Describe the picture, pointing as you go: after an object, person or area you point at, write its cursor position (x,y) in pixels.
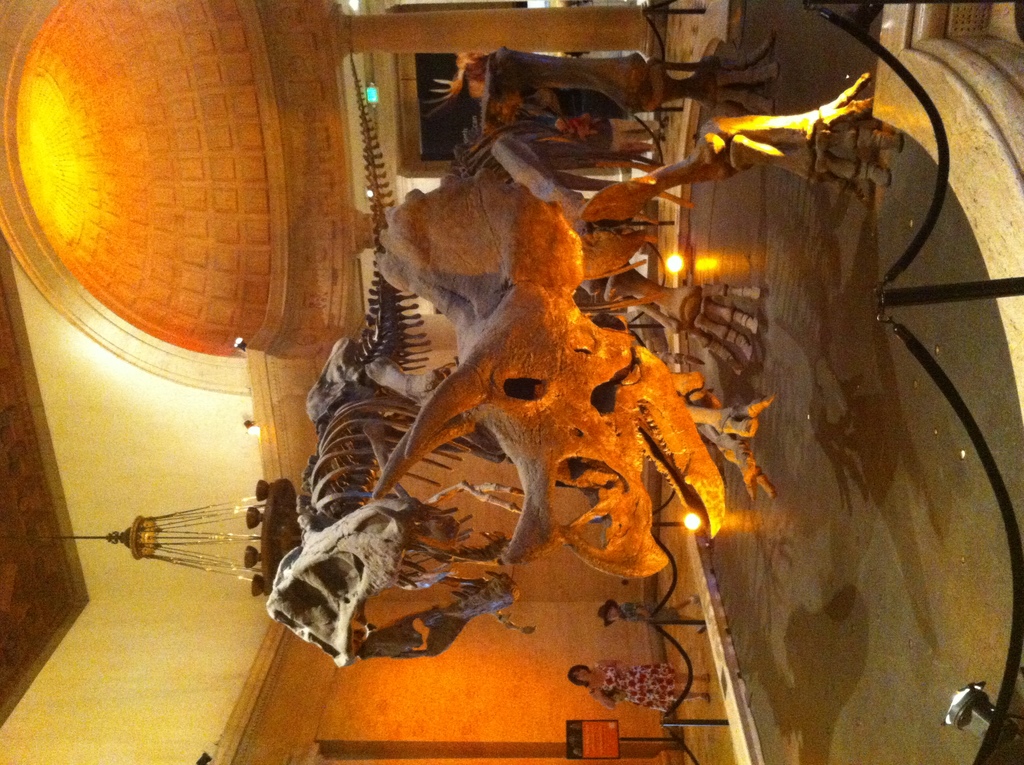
Here we can see skeletons (629,502), lights (260,574), and a board (591,747). There is a woman (664,663) standing on the floor (824,332). In the background (194,383) we can see wall (509,698).
